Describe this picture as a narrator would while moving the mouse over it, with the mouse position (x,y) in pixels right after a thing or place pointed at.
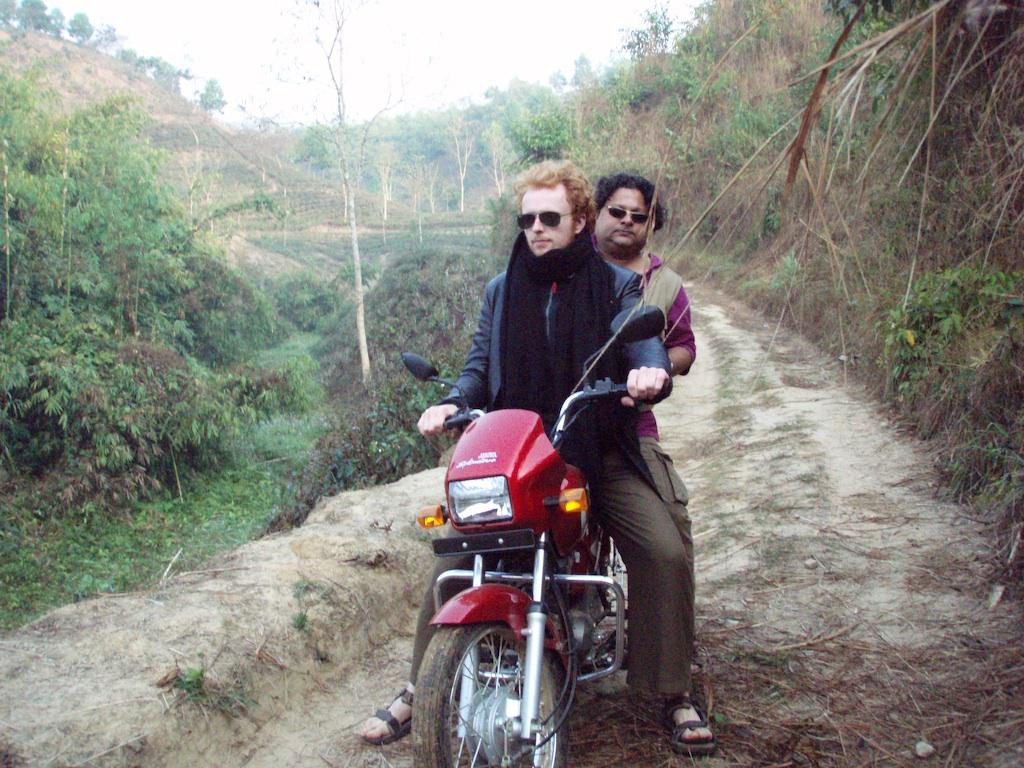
In this image I can see two persons (602,315) sitting on the motorbike (489,592). The person (538,336) sitting in the front (538,310) is wearing a black scarf (517,325) and blue jacket (478,363) the person (675,297) sitting on the back (673,328) is wearing a pink shirt (675,311). In the background (782,369) i can see few trees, a path (763,375) and the sky (527,42).
